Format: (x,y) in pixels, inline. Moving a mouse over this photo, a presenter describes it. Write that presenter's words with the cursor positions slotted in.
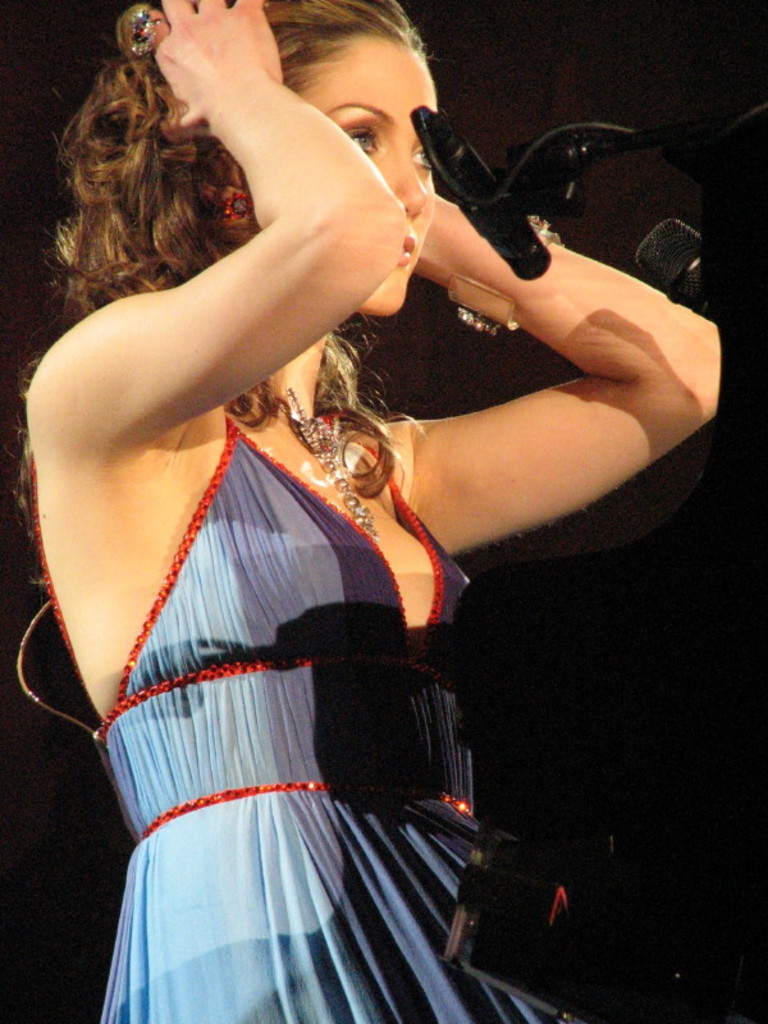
In this picture we can see a woman (295,550). On the right side of the image (713,571), there are microphones (658,258) and a black object (619,741). Behind the woman (182,791), there is a dark background (695,67).
